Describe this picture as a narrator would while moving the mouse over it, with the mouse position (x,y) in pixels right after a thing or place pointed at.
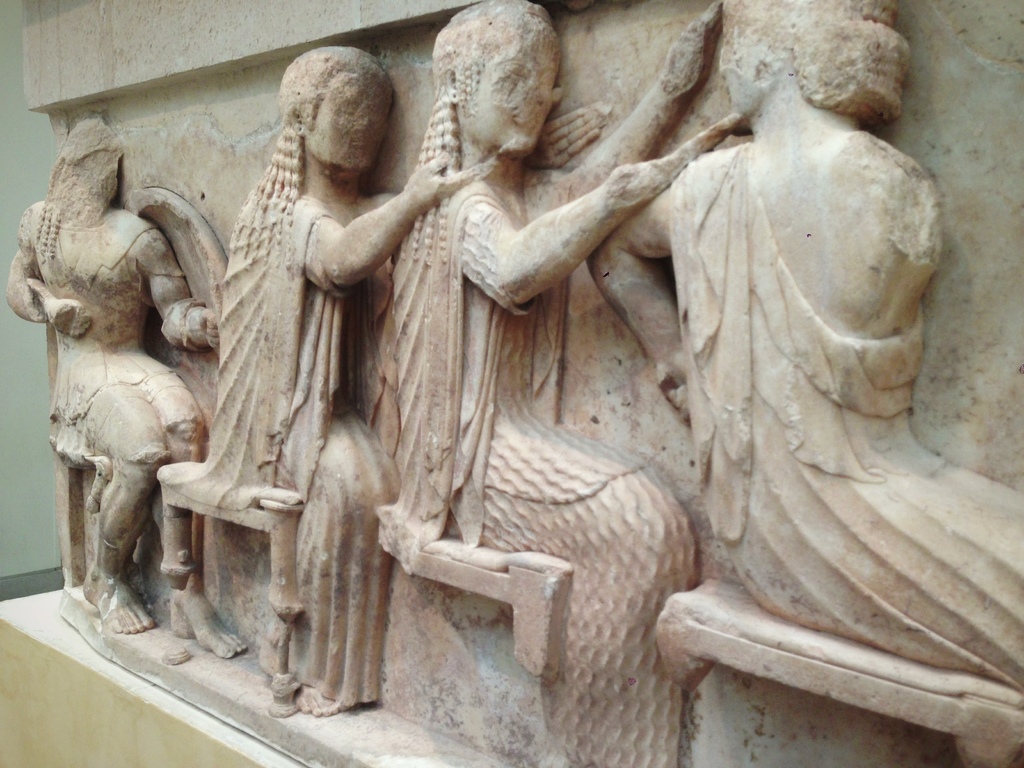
In the center (373,443) in the foreground (431,293) there is wall (137,566), on the wall (86,526) there are sculptures (118,320) of person (1020,554) and in the background (30,422) also there is wall (34,561).
